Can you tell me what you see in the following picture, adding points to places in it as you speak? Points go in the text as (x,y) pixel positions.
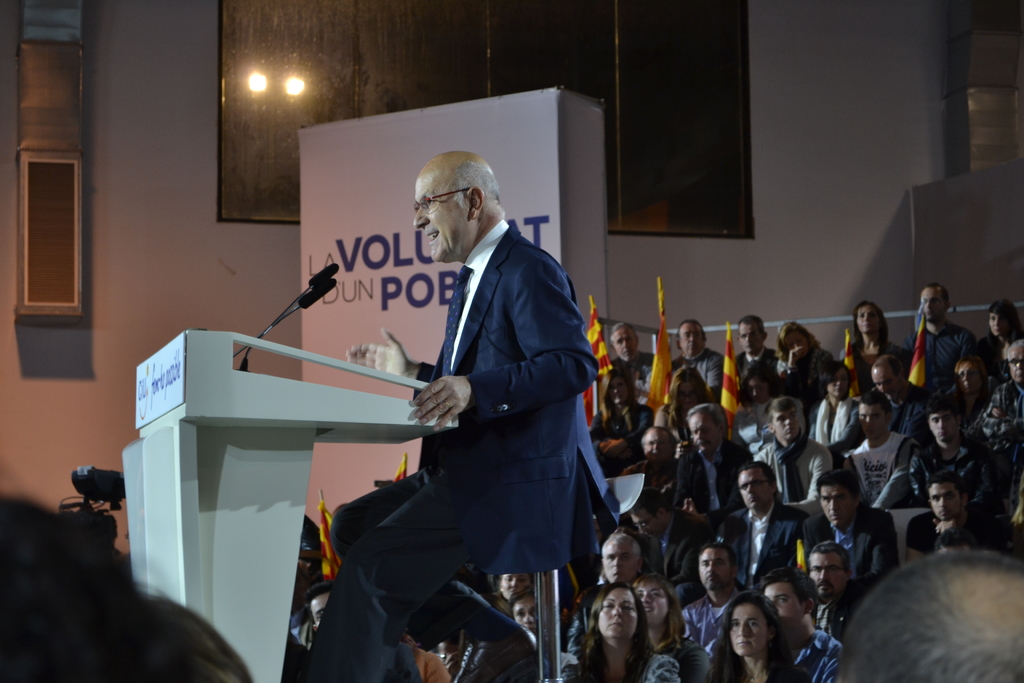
In this image there is a man (534,494) in the middle (488,451) who is sitting on the stool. In front of him there is a podium (261,410) on which there is a mic (295,308). In the background (719,426) there are so many people (741,452) who are sitting in the chairs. The people (707,364) who are sitting in the last row are holding the flags (726,358). At the bottom (89,519) there is a cameraman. Beside the man (502,251) there is a big hoarding (366,179).
